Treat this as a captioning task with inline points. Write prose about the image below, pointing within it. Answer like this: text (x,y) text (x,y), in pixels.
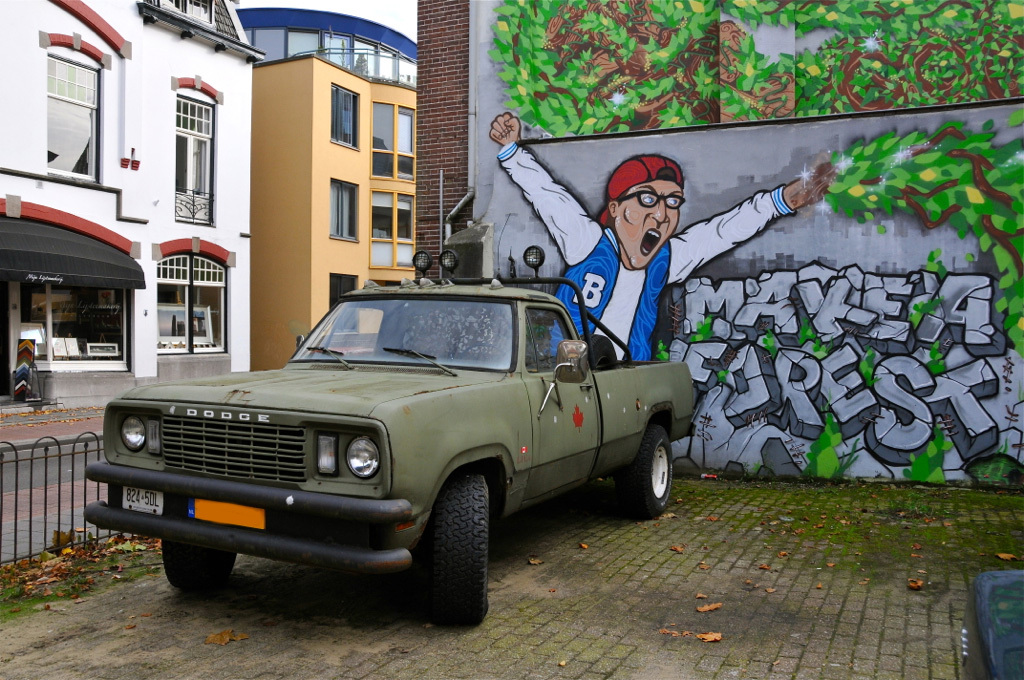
In this picture we can see a fence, vehicle (312,371) and dry leaves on the path (345,618). There is some algae (851,543) on this path (732,516). There is some painting (1023,260) and a text (795,420) on the wall (784,363). We can see a few buildings (78,220) and windows (98,155).
